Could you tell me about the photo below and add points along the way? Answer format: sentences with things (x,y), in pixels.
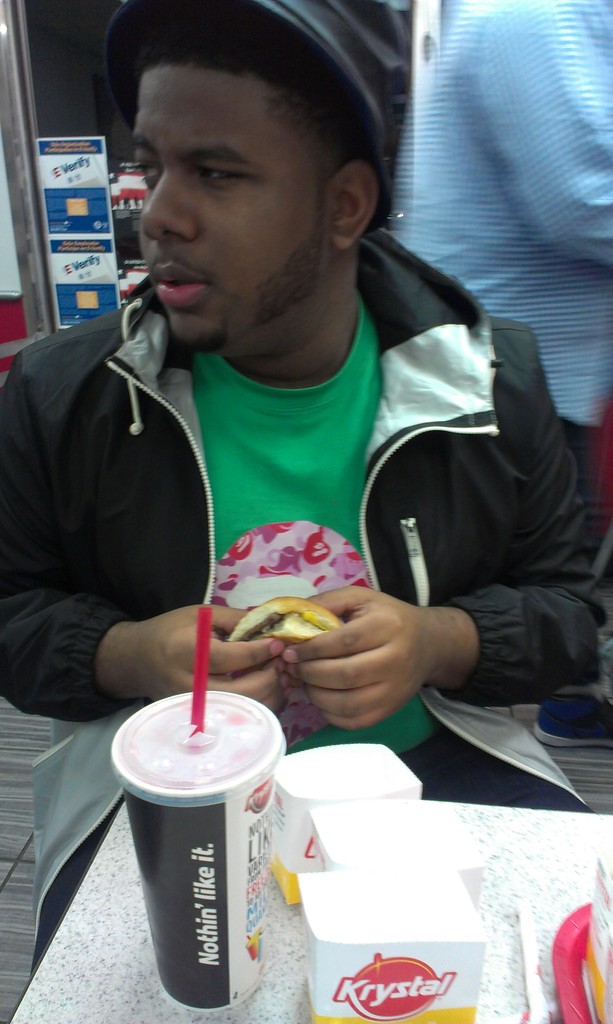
One person (320,360) is wearing a black, jacket (418,496) green banyan (314,494) and also a cap (335,62). He is holding a burger (278,621) on his hand (290,674). There is a table (515,875) and a bottle (216,832) with a straw (201,671) and also some other items (436,944) are there on the table (537,917).
